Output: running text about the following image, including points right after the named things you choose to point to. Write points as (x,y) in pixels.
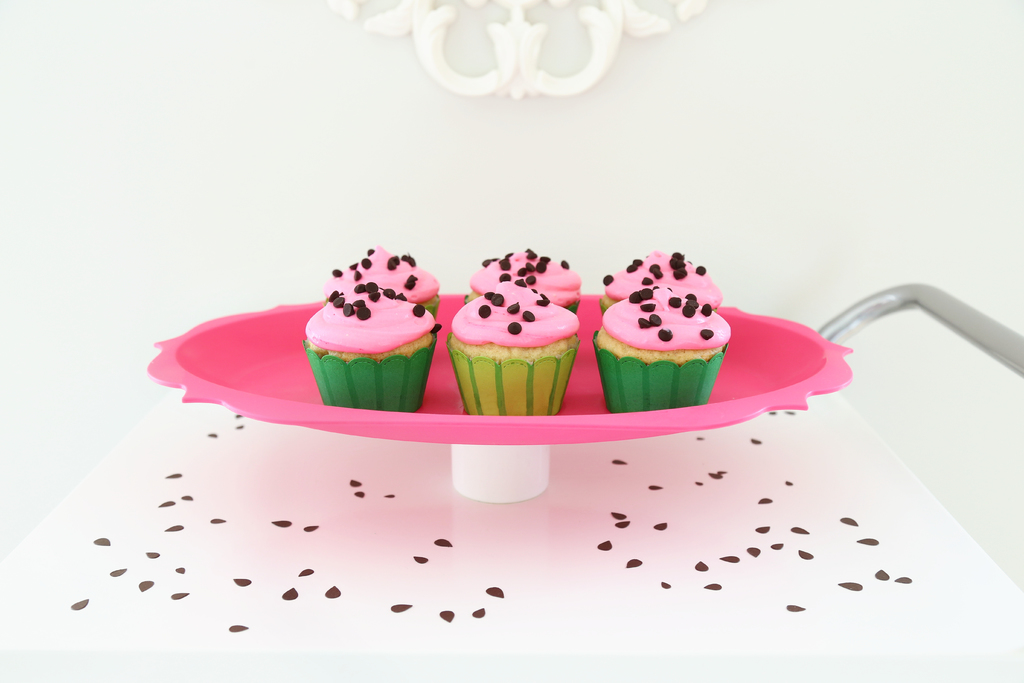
In this picture we can see a tray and cup cakes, this tray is placed on a platform (832,428). In the background (951,445) we can see a wall (840,56).
